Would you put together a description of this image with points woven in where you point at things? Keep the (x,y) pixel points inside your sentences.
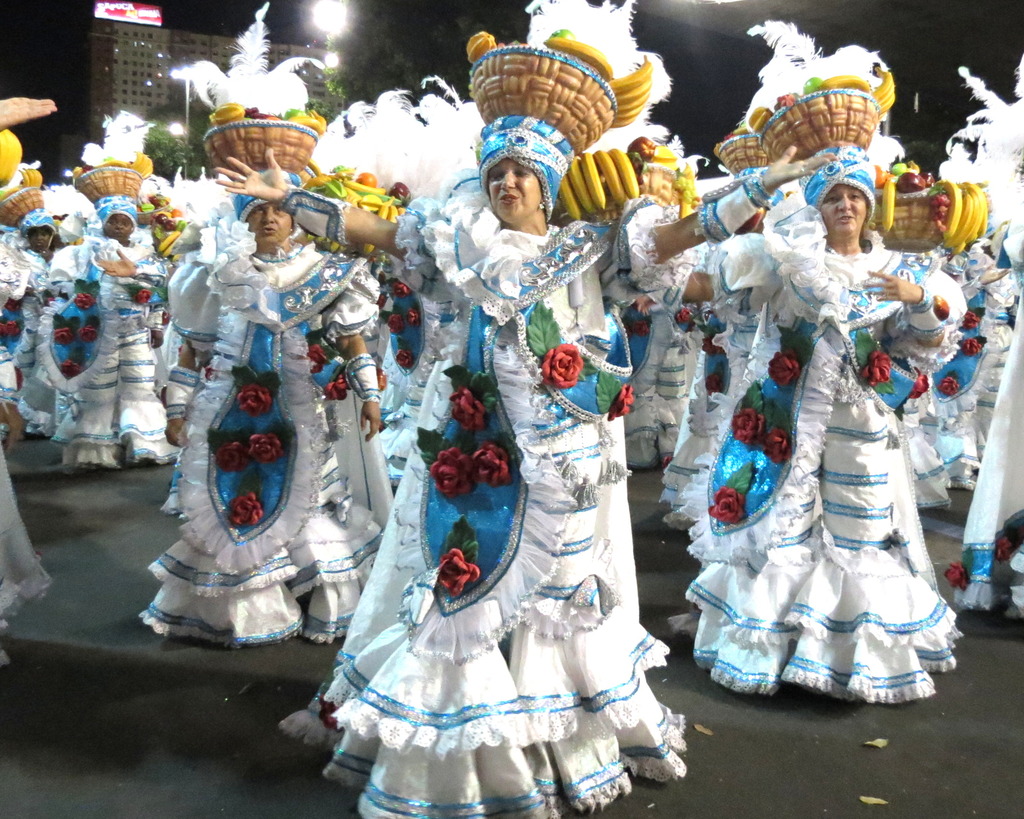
Here in this picture we can see number of women (287,350) wearing a same type of costume (301,301), singing a song and dancing over a place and in the far we can see lights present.
